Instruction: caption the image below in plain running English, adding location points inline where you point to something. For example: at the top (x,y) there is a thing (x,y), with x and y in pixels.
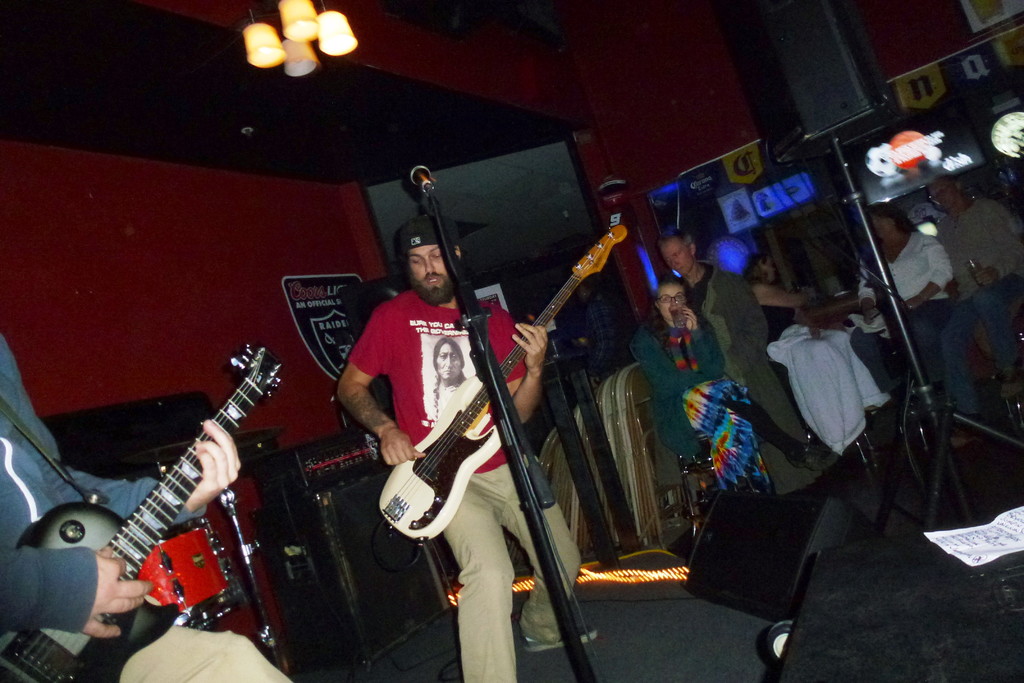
In this image I can see a person (473,580) standing and playing a musical instrument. In front I can see a microphone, background (747,447) I can see few other people (592,331) sitting, few lights (720,240) and the wall (699,71) is in red color.
